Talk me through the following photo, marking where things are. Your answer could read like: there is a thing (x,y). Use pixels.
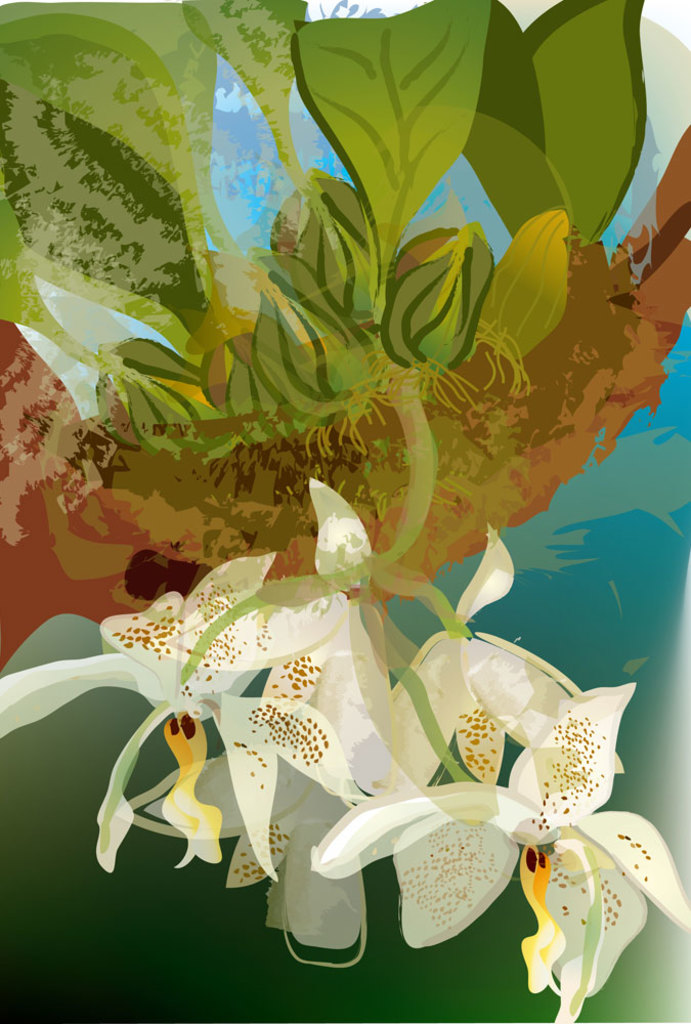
This is a image of the painting (514,833) where we can see some white flowers (475,855) and plants (527,257).
